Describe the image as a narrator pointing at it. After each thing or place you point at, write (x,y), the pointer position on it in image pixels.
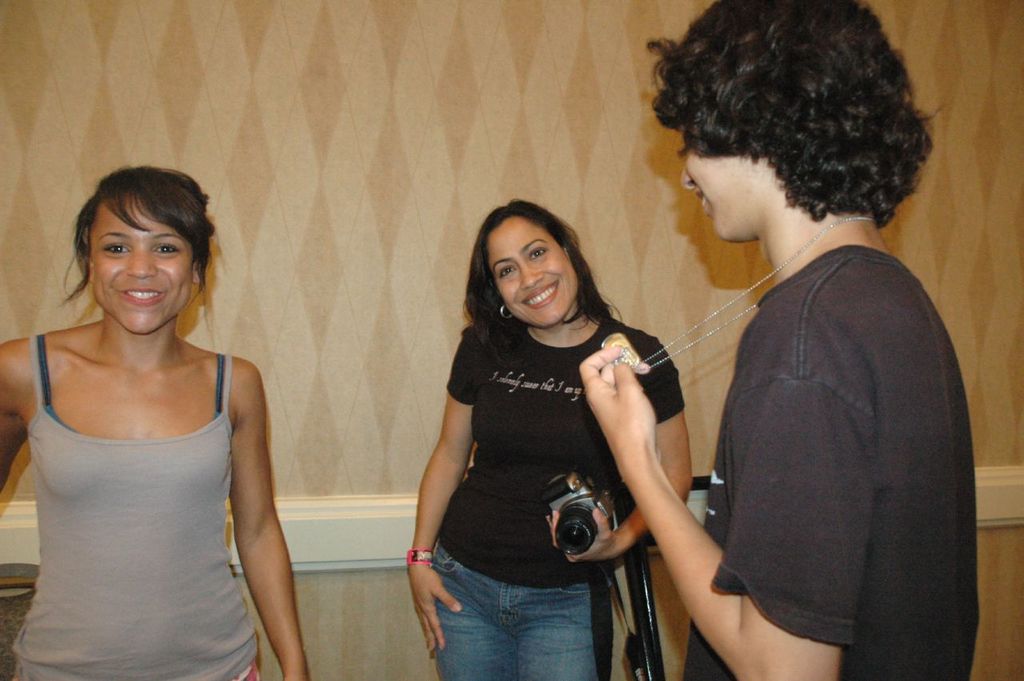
As we can see in the image there is a wall (335,360) and three (844,208) people standing. The person (860,347) on the right side (872,412) is wearing black color t shirt (839,428). The woman (531,246) in the middle (565,291) is holding a camera (583,543) and the woman (80,547) on the left side (66,531) is wearing grey color dress (122,456).
